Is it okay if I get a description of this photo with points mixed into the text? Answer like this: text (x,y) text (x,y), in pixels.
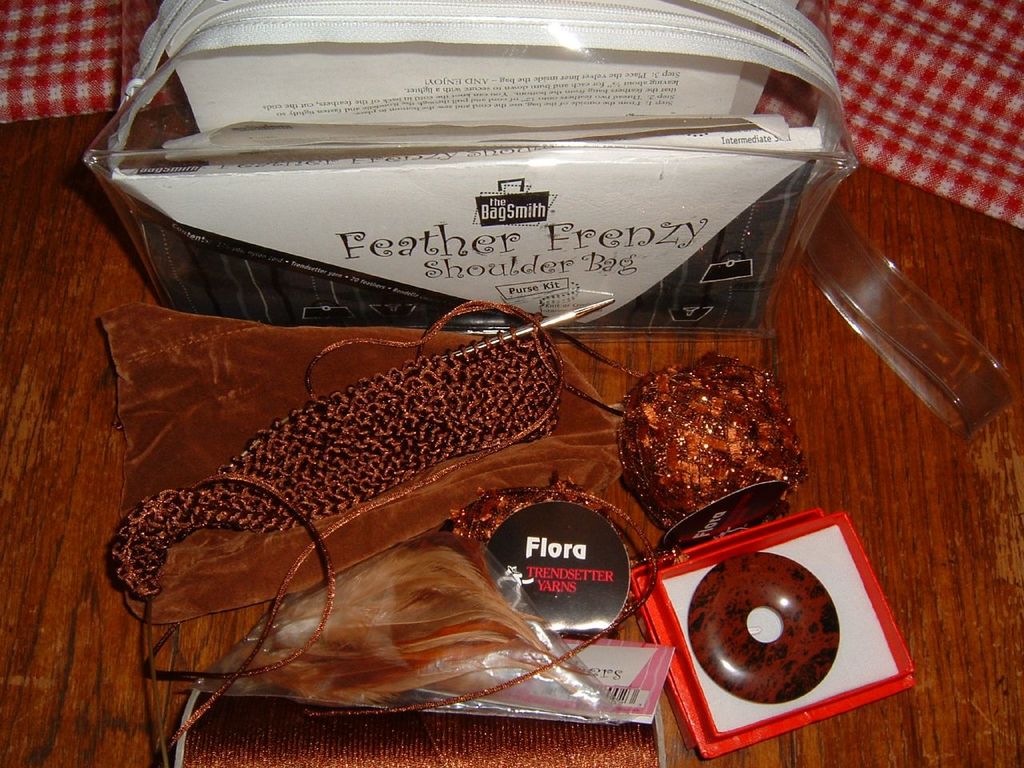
At the bottom of the image (906,516) we can see a table (22,318), on the table (1021,428) we can see some products (676,39).
